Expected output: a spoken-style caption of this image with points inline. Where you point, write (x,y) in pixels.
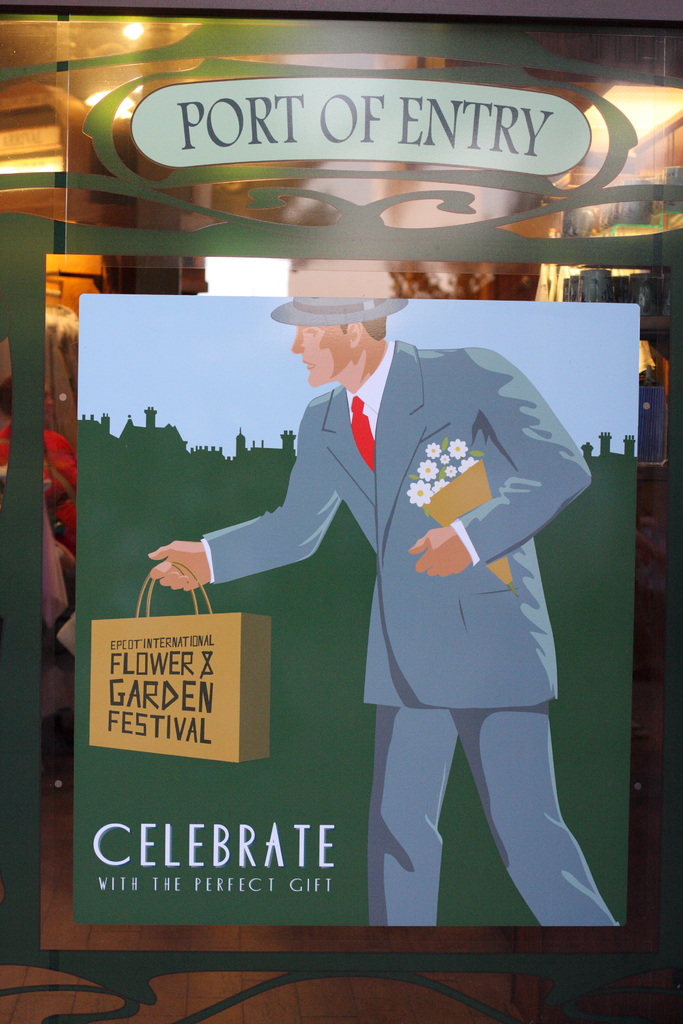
In this there is poster (396,473) on the glass (357,533) with a person (431,650) holding an object (192,668) and text (222,861) on it, on the top of the image (124,30) there is a light (141,34) on the roof (165,70), towards the right of the image (610,226) there are objects (597,230), towards the left of the image (55,500) there are objects (62,479).
